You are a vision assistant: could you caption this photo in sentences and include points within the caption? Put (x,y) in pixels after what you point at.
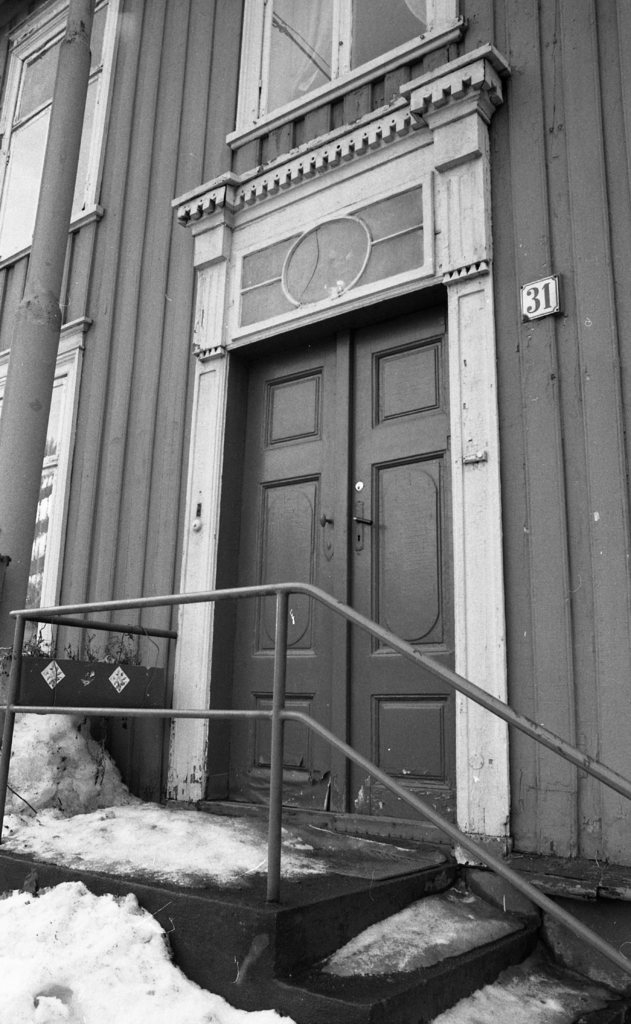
In this picture we can see steps (258,900), snow (217,877), doors (297,497), windows (310,17) with curtains (286,42), pole (271,857) and the wall (142,334).
